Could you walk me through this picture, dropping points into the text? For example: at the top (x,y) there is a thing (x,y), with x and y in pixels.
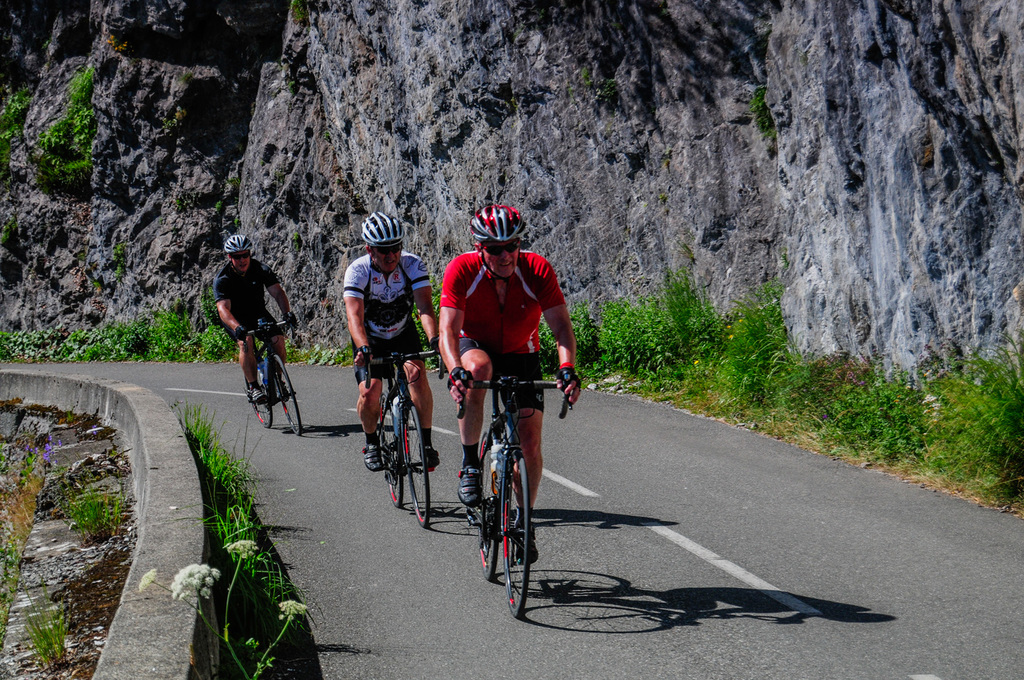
This image is taken outdoors. At the bottom of the image (475,588) there is a road (208,392) and there is a ground (886,448) with grass (724,399) and a few plants (614,355) on it. In the middle of the image (466,317) three men (238,291) are riding on the bicycles (484,493). In the background (531,154) there is a hill (355,170).
